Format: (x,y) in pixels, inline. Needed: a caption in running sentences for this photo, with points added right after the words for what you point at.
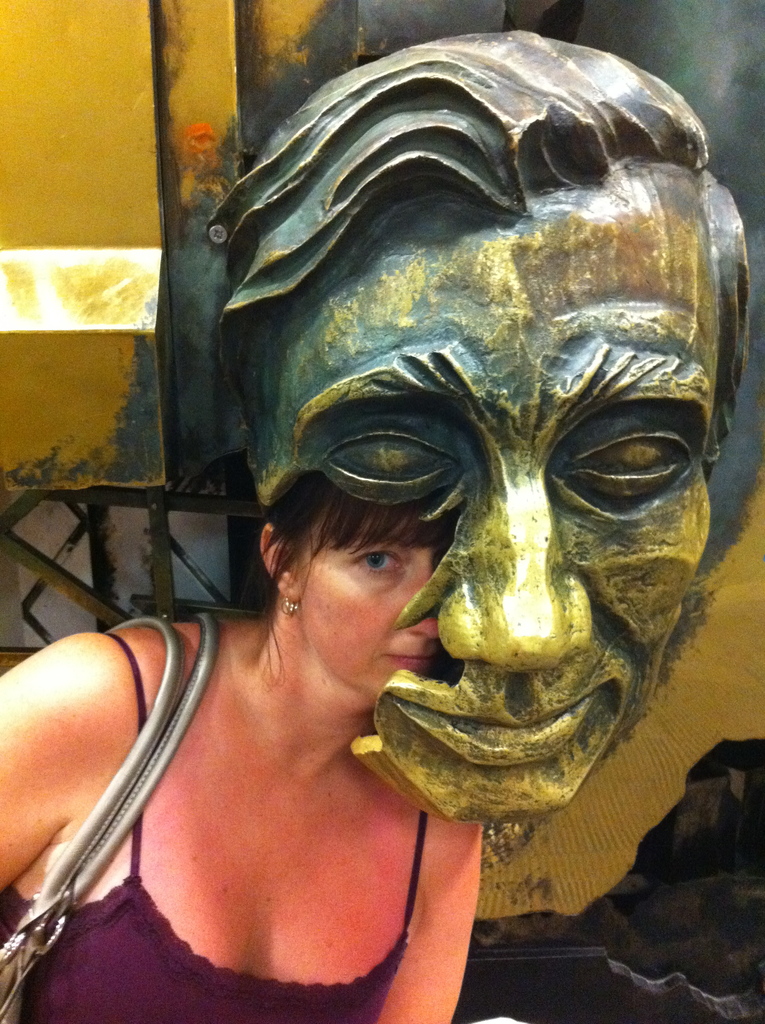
In this image I can see the person (216,767) is wearing the handbag (78,838). I can see the human face statue (458,263) in gold and grey color. Background (13,408) is in yellow color.
